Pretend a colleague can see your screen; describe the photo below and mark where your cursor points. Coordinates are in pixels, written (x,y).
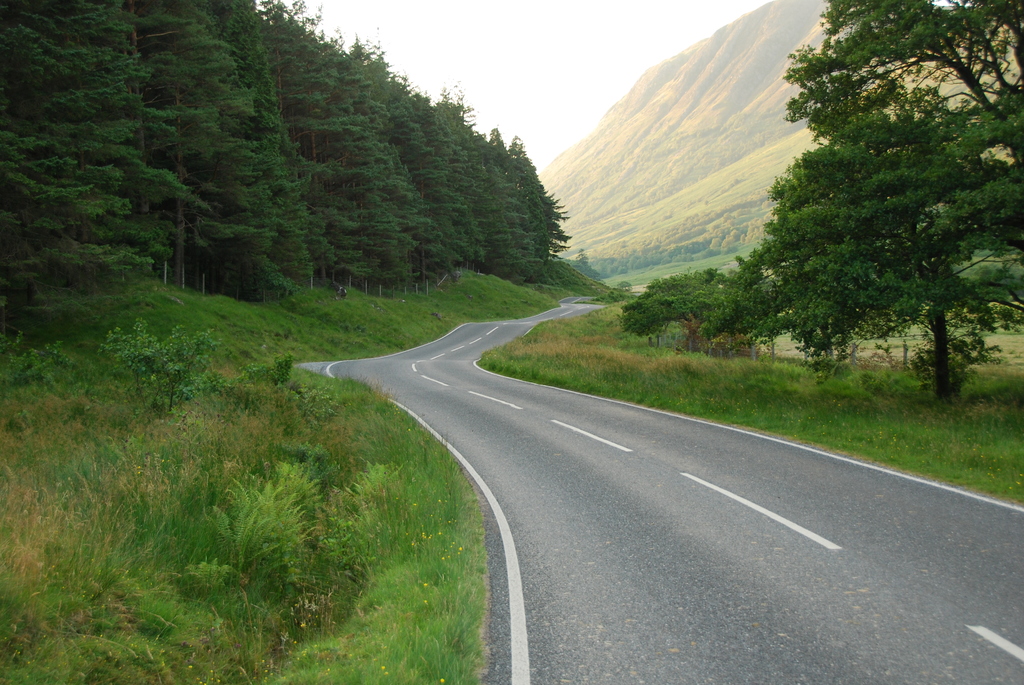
In this image we can see the road (494,495) and on the either side of the image we can see trees (412,204). Here we can see grass (366,528), hills (693,76) and sky (571,79) in the background (568,62).
